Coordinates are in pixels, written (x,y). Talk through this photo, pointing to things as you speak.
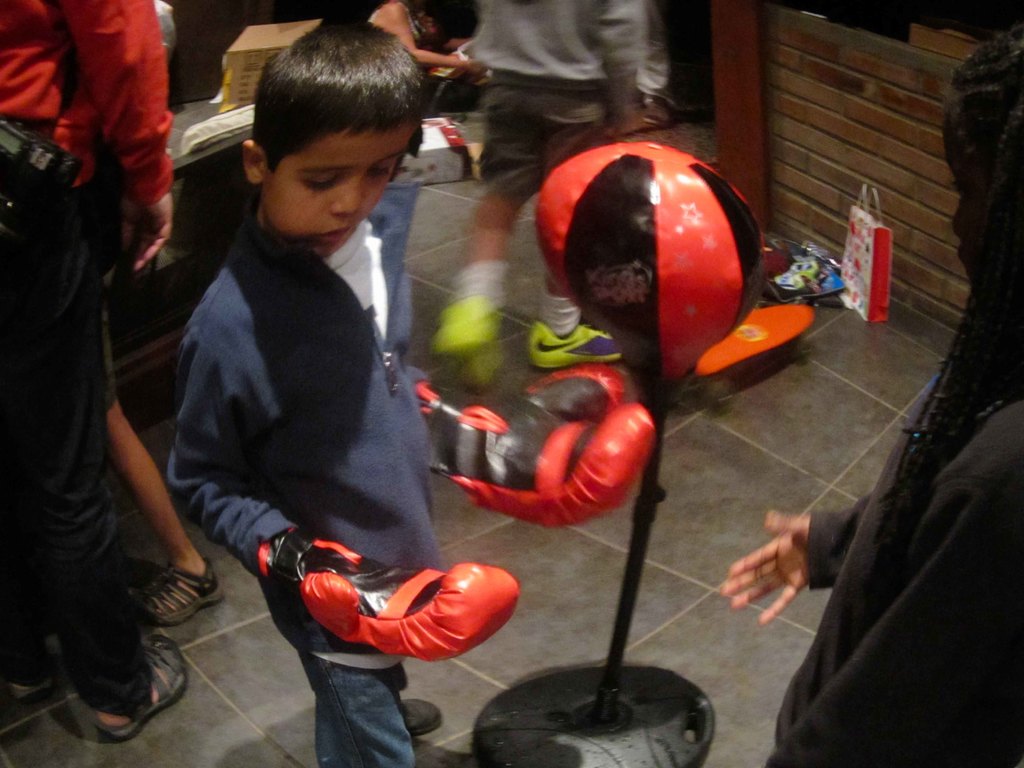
In the center of the image (380,387) there is a boy (352,684) wearing boxing gloves (360,564). In the background (548,108) we can see persons (524,93) and wall (765,101).
